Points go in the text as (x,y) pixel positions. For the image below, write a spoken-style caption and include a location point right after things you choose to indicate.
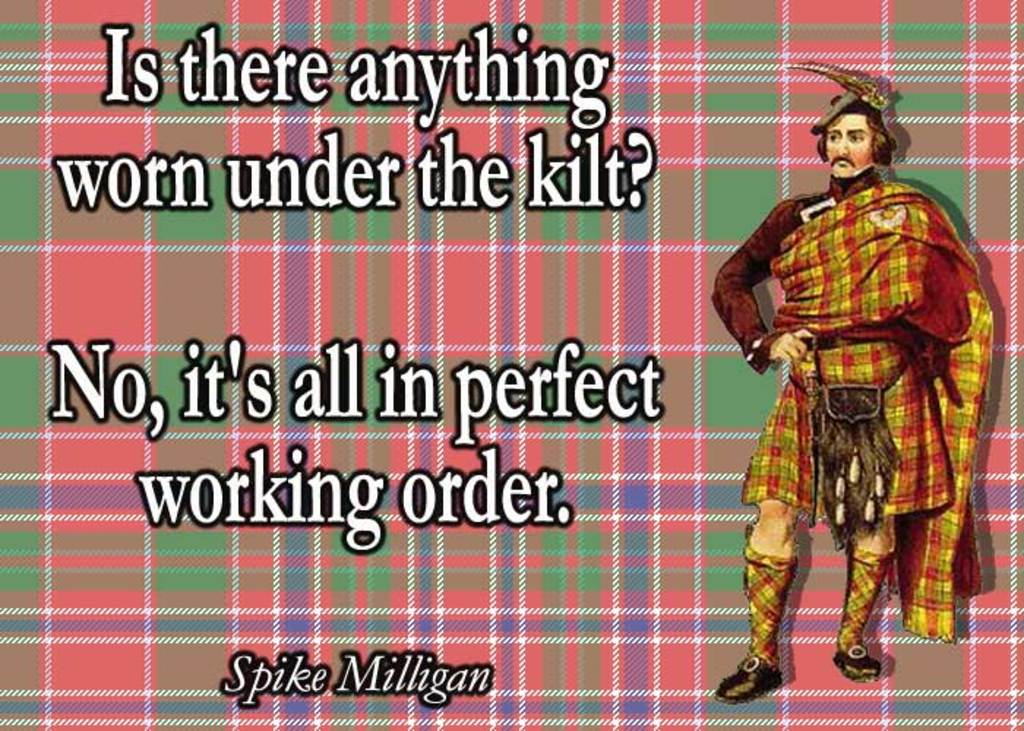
Here this is an animated image, in which we can see some text (257,183) present and we can also see a picture (778,449) of a man (795,349) wearing a different kind of dress (833,350).
